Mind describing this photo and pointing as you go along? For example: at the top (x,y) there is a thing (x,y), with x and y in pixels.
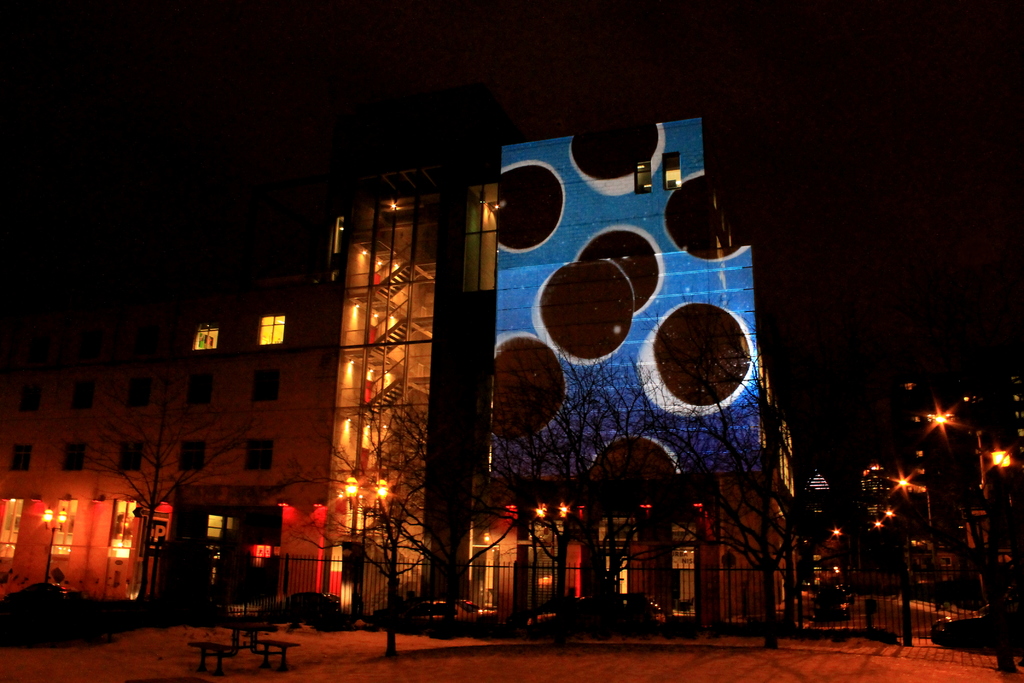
In this picture we can see buildings (384,411), there are some poles (906,571) and lights (901,483), we can see a dark background (854,118), there are some trees (389,515) here.
